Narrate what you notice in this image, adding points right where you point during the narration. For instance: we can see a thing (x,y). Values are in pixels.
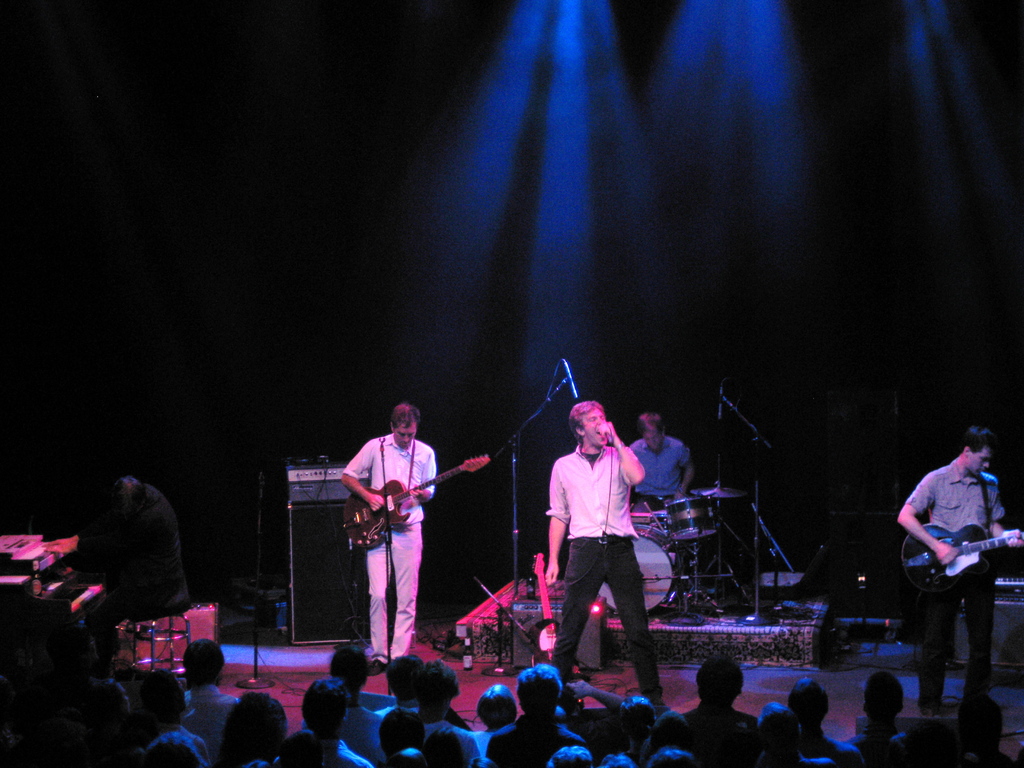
In this image I can see few people (644,497) are playing the musical instrument (367,506). In front of them there are the group of people (396,712).
